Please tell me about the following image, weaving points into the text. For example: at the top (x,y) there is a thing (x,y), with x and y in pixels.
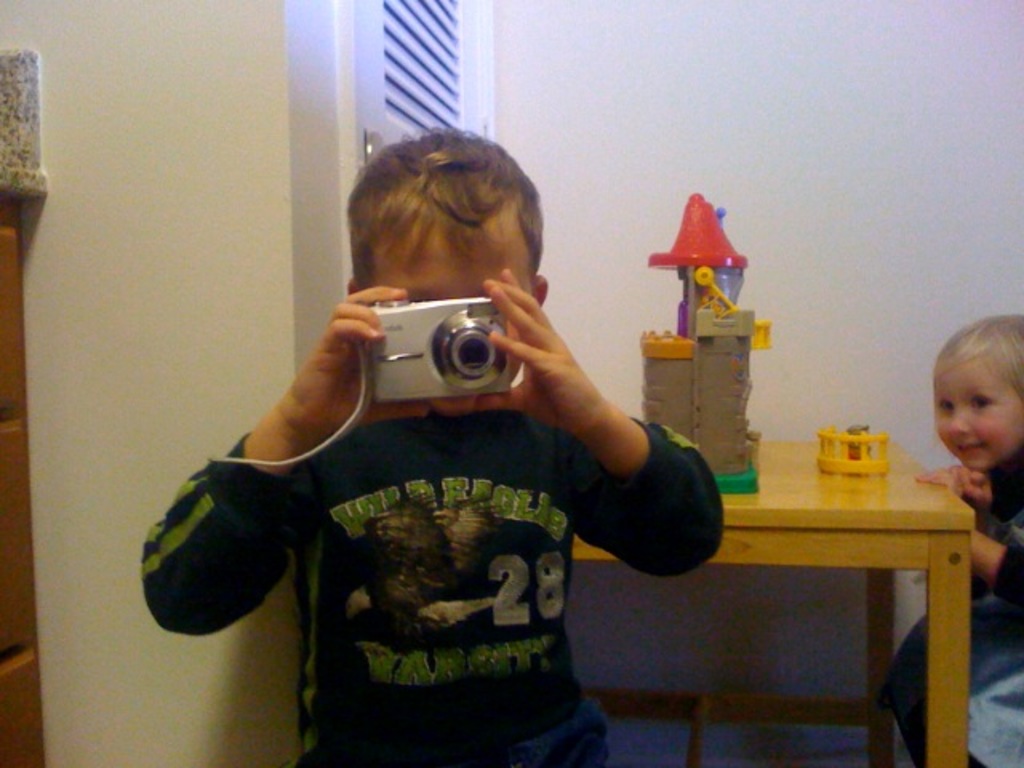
a person (399,541) is standing, holding a camera (437,368) in his hand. behind him there is a table (775,505) on which there are toys (725,426). at the right (967,427) there is a person (1001,550) sitting.
